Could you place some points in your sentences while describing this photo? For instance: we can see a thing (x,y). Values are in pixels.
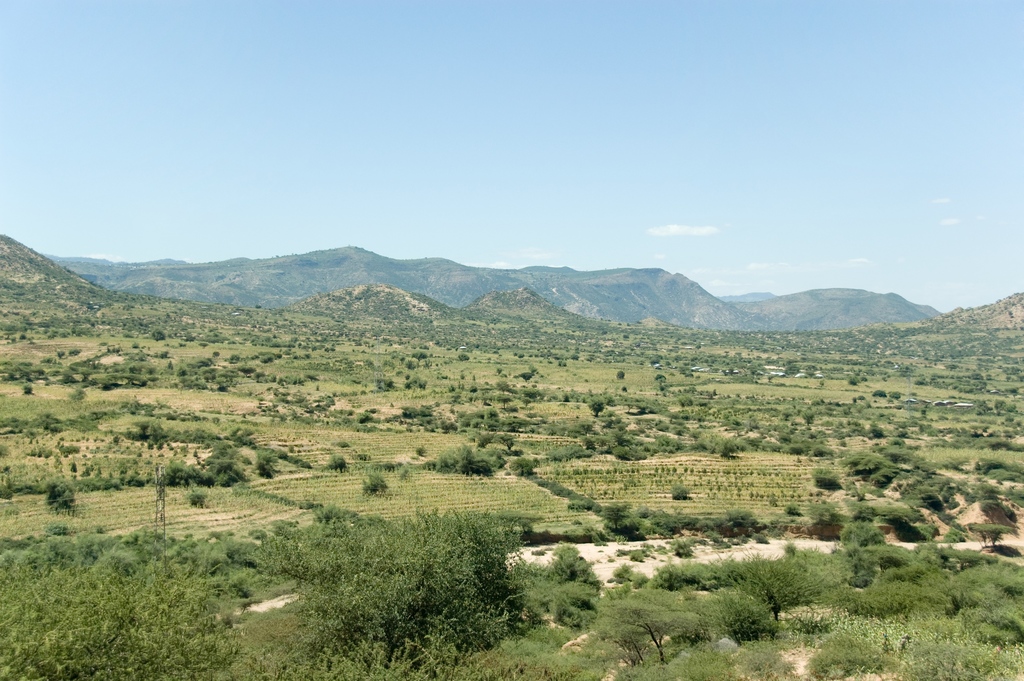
In this picture we can see a land (663,349) of trees (654,450), fields (700,505) and path (898,545) and in the background (7,262) we can see mountains (686,284) and above the mountains (651,284) we have sky (661,210) with clouds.
